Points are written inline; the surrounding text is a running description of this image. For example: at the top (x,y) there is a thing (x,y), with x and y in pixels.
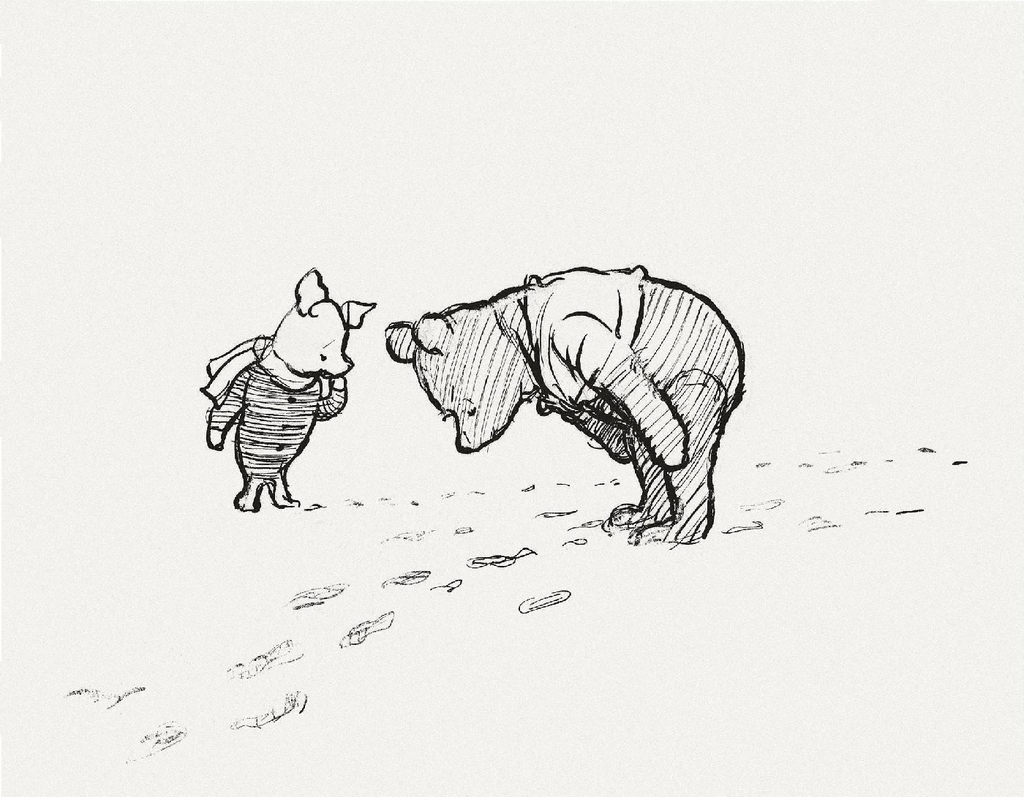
In the center of this picture (534,290) we can see the drawing (515,402) of an animal (613,408) standing on the ground (649,554) and bending forward. On the left (333,374) there is a drawing (295,382) of another animal (281,425) standing on the ground (308,628) and there are some footprints (560,515) on the ground (671,570).
